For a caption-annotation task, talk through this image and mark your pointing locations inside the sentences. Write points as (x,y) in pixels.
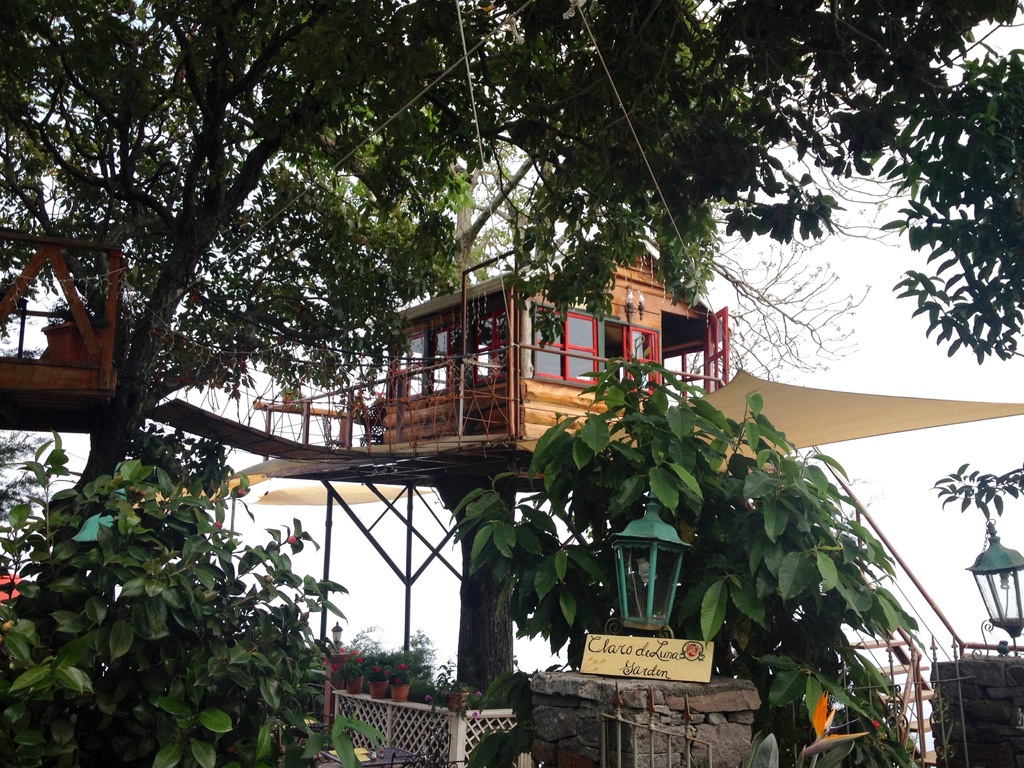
In the image there is a tree house (483,420) on a tree (565,257) with plants (359,716) and trees (754,492) all around it and above its sky (886,383).
